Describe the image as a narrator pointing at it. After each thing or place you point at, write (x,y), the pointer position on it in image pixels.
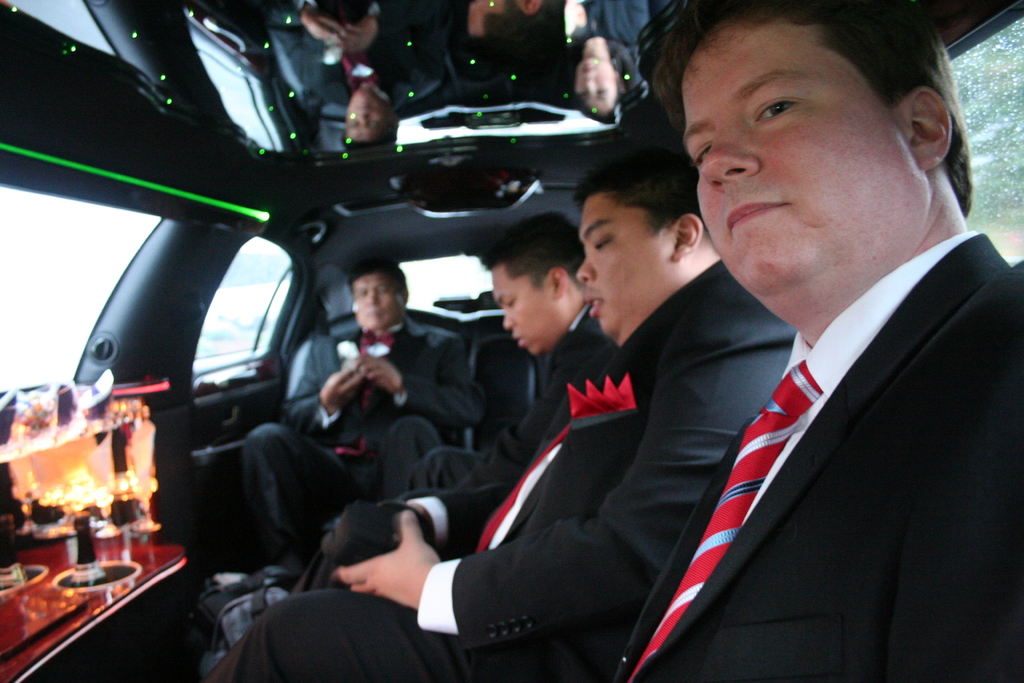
In this picture we can see group of people (432,382) are seated in the car (502,379), in front of them we can find couple of glasses (111,462).
